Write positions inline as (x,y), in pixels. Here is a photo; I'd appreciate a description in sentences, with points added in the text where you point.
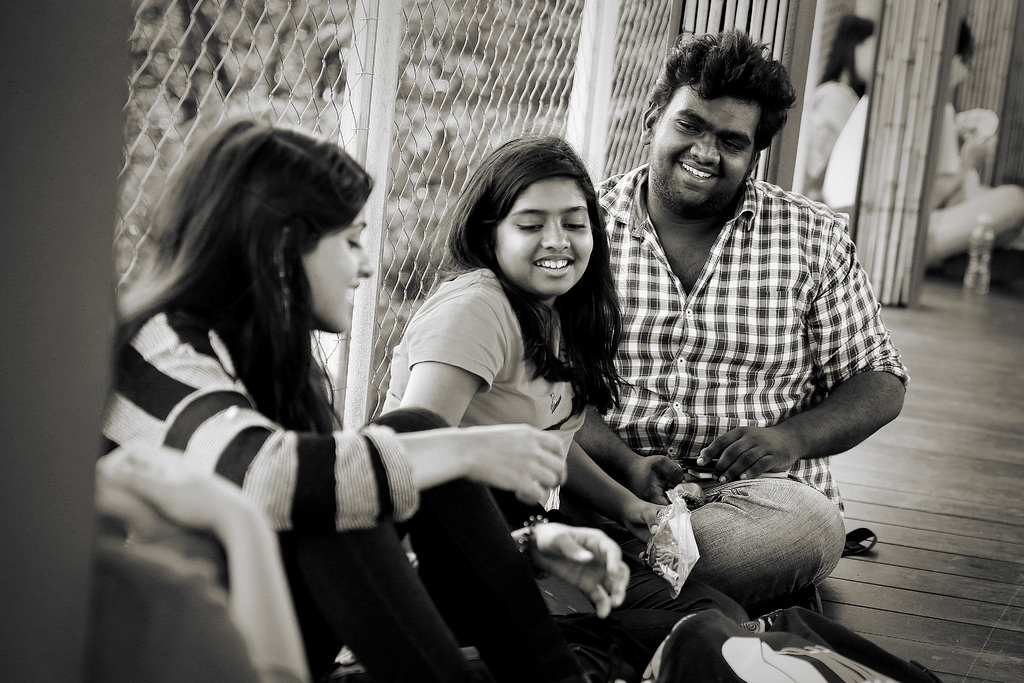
In the image there are three persons (631,435) sitting on the floor (925,421). In the left corner of the image (279,581) there is a person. In front of them there is a bag (680,648). And there is a lady (501,317) holding a packet (672,502). Behind them there is mesh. There is a blur background (988,220) also there is a pole (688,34) and persons (956,148) sitting on the floor (955,283).
